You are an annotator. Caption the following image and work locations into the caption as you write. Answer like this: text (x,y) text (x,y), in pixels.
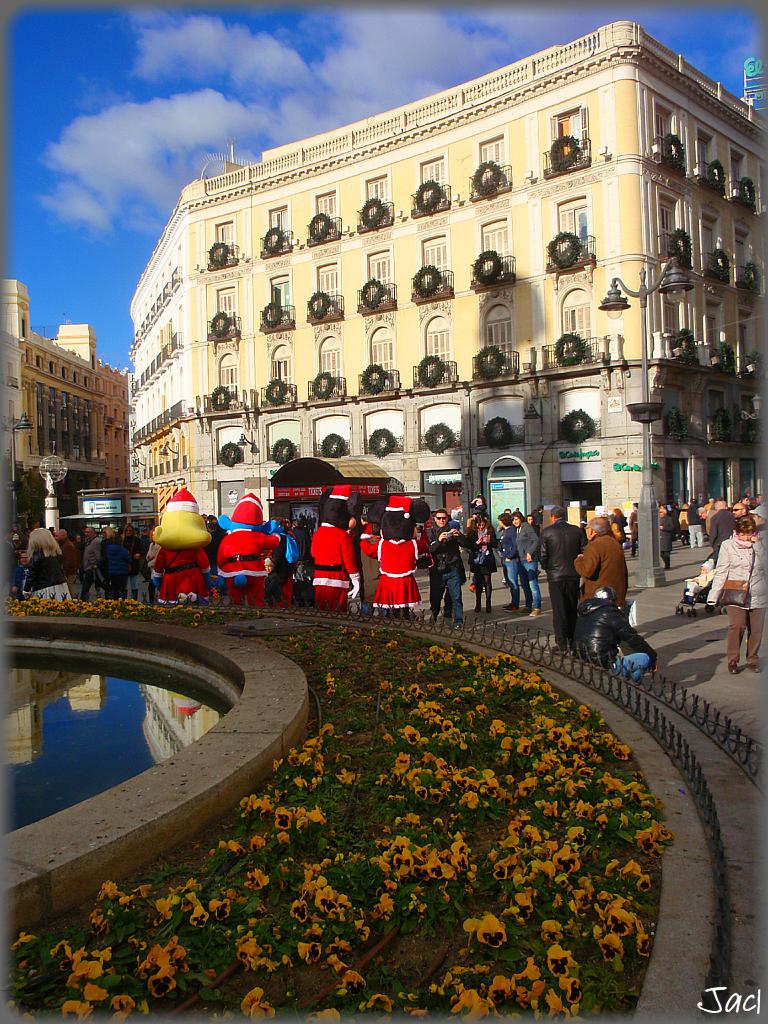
In this picture, there are four men (252,594) wearing the costume of Santa Claus (162,565). There are many people (497,537) walking on the road (508,618). The man (454,539) in black shirt (442,545) is clicking photos on the camera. Behind them, there are buildings (494,406). At the bottom of the picture (347,812), we see plants (429,933) and these plants (454,796) have flowers (497,933) which are in yellow color. Beside that, we see water (126,714). This picture is clicked in the city. At the top of the picture (232,117), we see the sky (42,191) and the clouds (207,97).
